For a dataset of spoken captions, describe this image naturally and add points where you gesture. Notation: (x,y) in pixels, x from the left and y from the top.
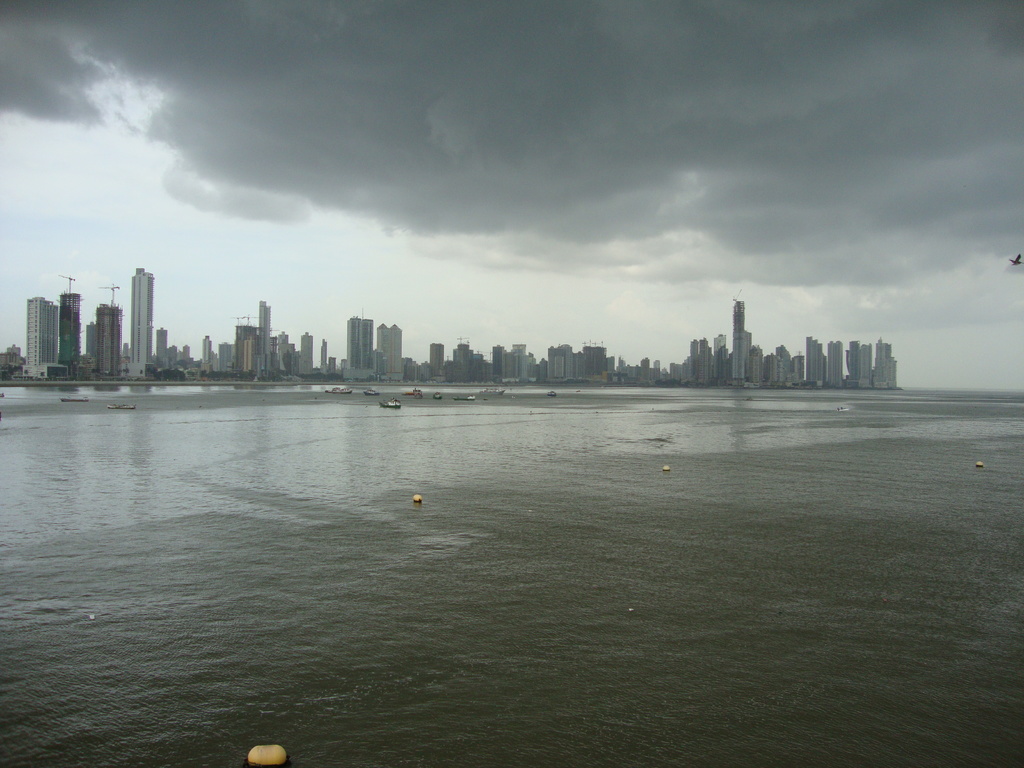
In the foreground (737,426) I can see boats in the water (600,495), buildings (41,345) and towers (60,297). At the top (386,189) I can see the sky (562,218). This image is taken may be near the lake (214,681).
